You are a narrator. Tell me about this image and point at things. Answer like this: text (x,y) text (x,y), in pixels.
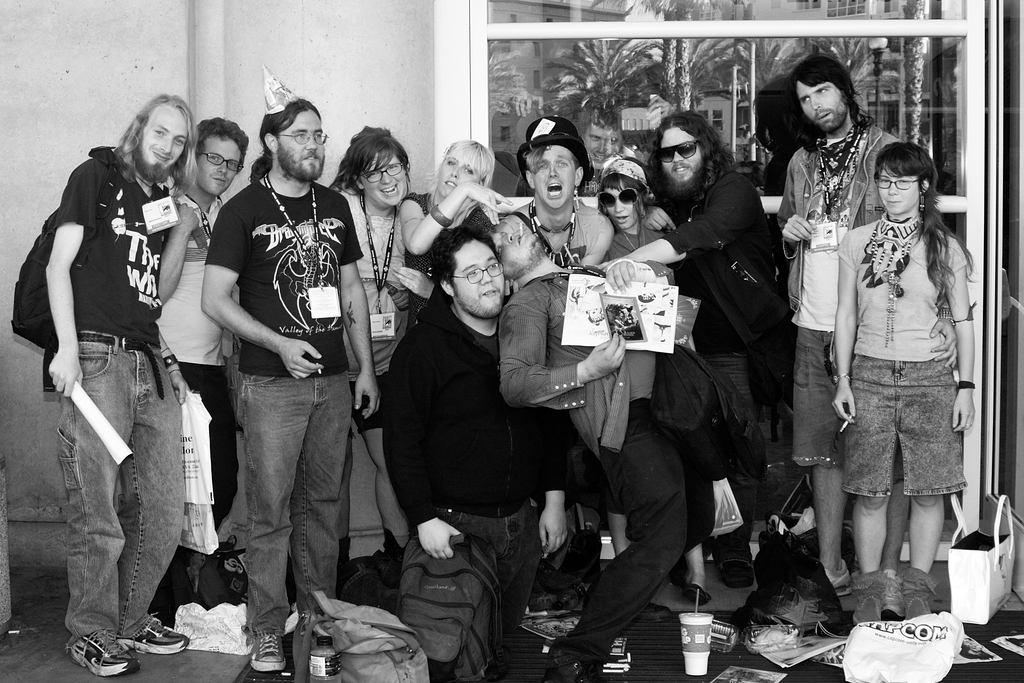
This is an black and white image. In it we can see there are many people (391,399) standing, wearing clothes (300,399), shoes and some of them are wearing spectacles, goggles (618,203) and hat (563,136). Here we can see hand bag (990,577), plastic cover (873,656), glass (683,643), floor (207,655), wall (343,70) and the window (616,89).
